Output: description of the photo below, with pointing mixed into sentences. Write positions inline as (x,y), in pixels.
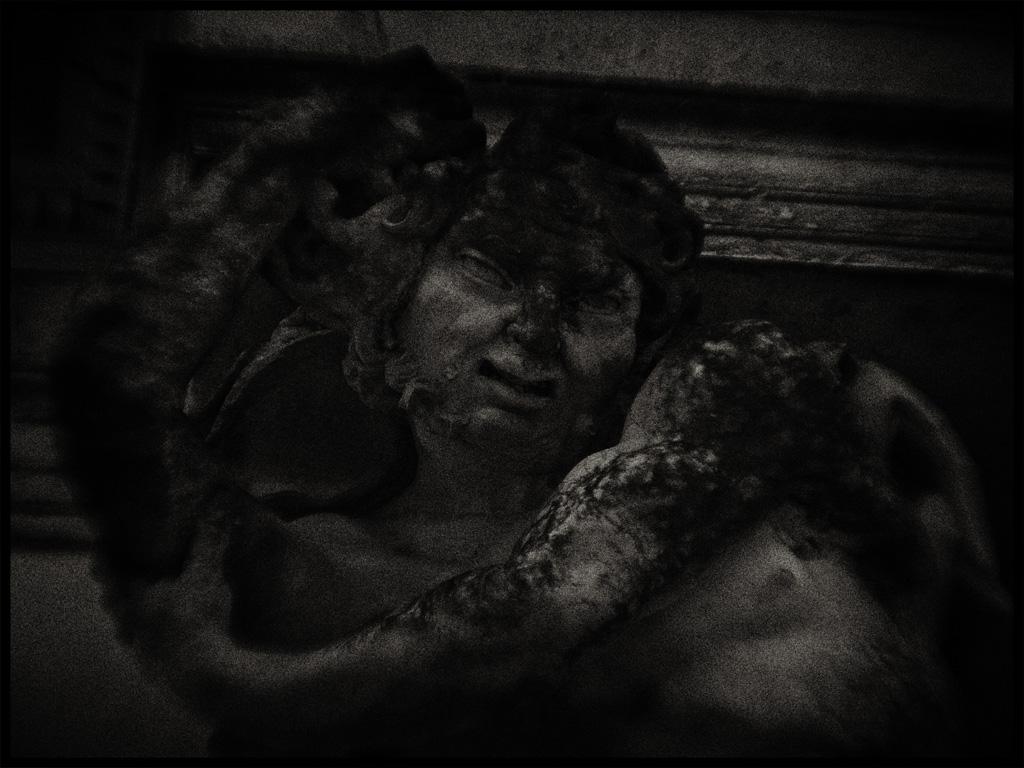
In this black and white image, we can see depiction of a person (490,277).
